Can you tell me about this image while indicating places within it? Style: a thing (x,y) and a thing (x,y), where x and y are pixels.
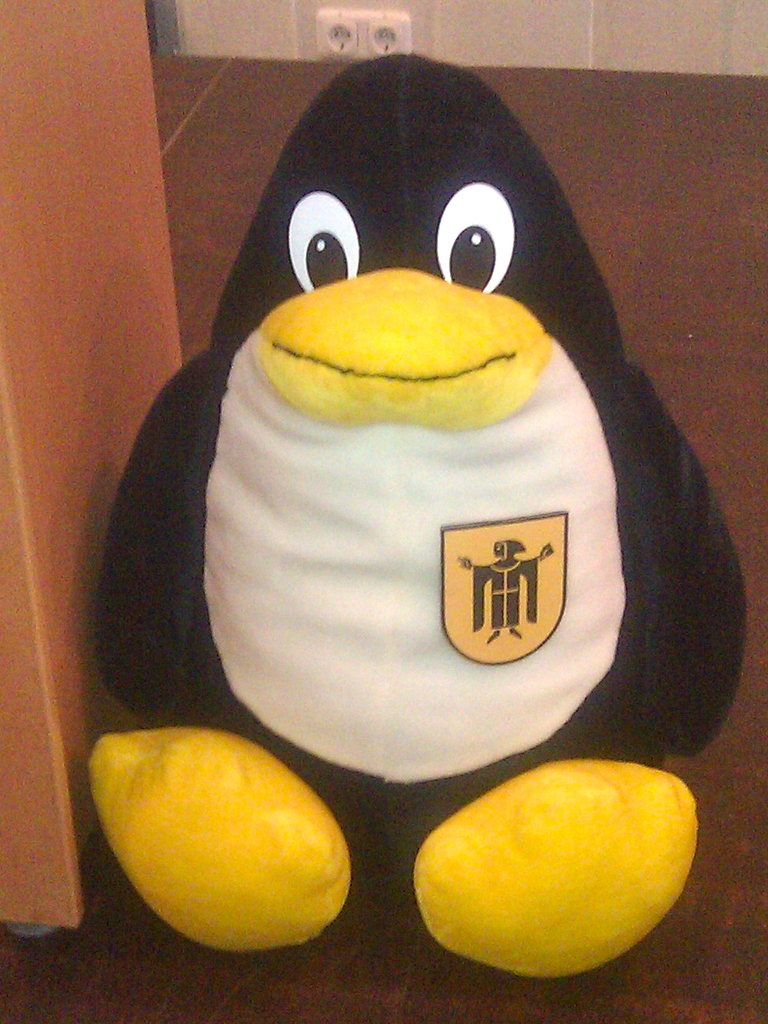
In this image we can see a toy (205,639) on a surface (292,972). Beside the toy (260,487) we can see a wooden object (122,437). At the top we can see the power sockets (402,34) on the wall (589,32).
